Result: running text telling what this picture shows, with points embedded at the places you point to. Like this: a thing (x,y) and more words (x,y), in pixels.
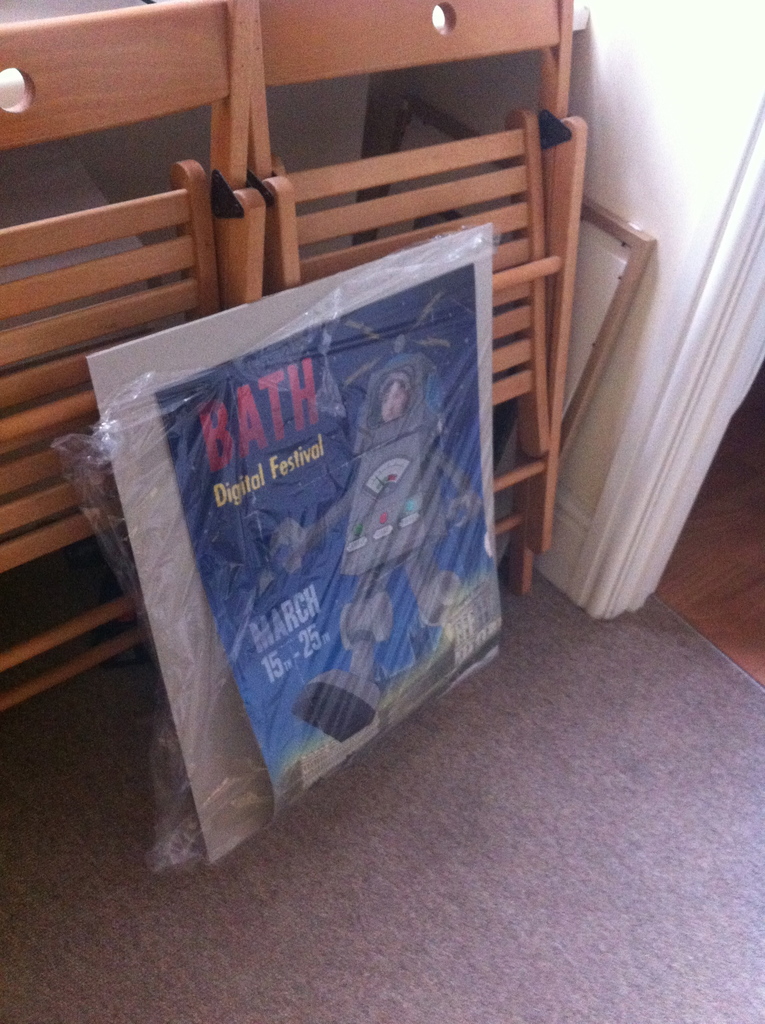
In this image we can see a poster (332,617), wooden objects (535,334) and wall (668,296). We can see the carpet (376,899) at the bottom of the image (376,899).
